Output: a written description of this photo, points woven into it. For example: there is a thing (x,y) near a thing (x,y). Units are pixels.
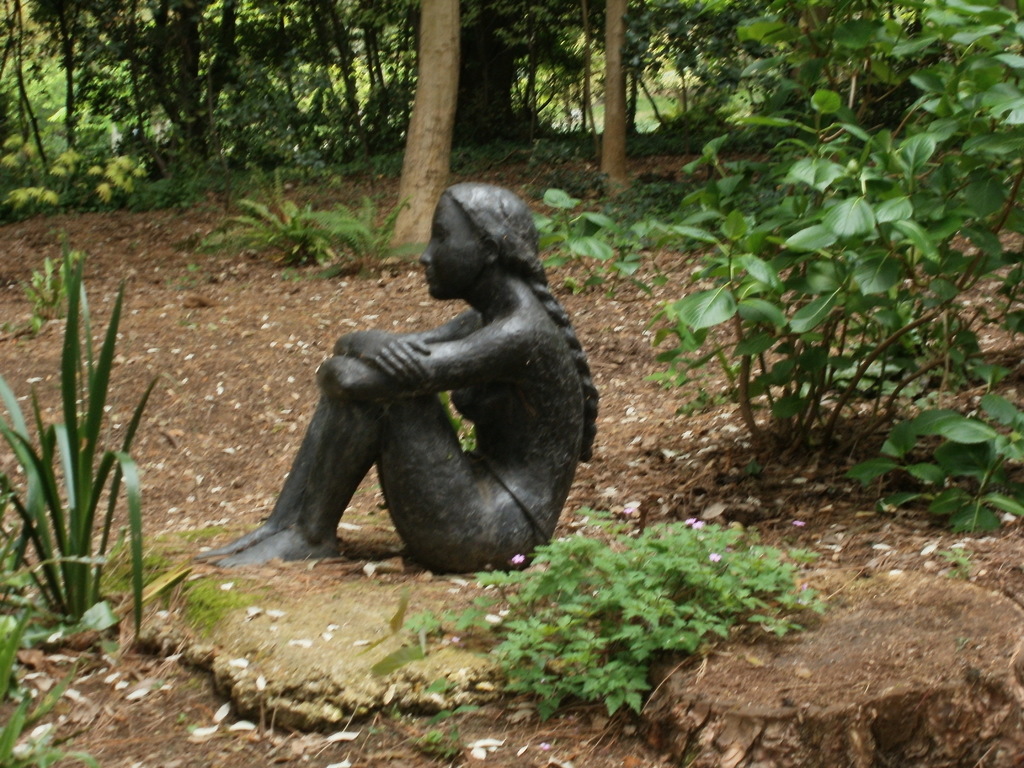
In this picture I can see the statue (440,329). I can see the plants (688,411). I can see trees (465,43).
